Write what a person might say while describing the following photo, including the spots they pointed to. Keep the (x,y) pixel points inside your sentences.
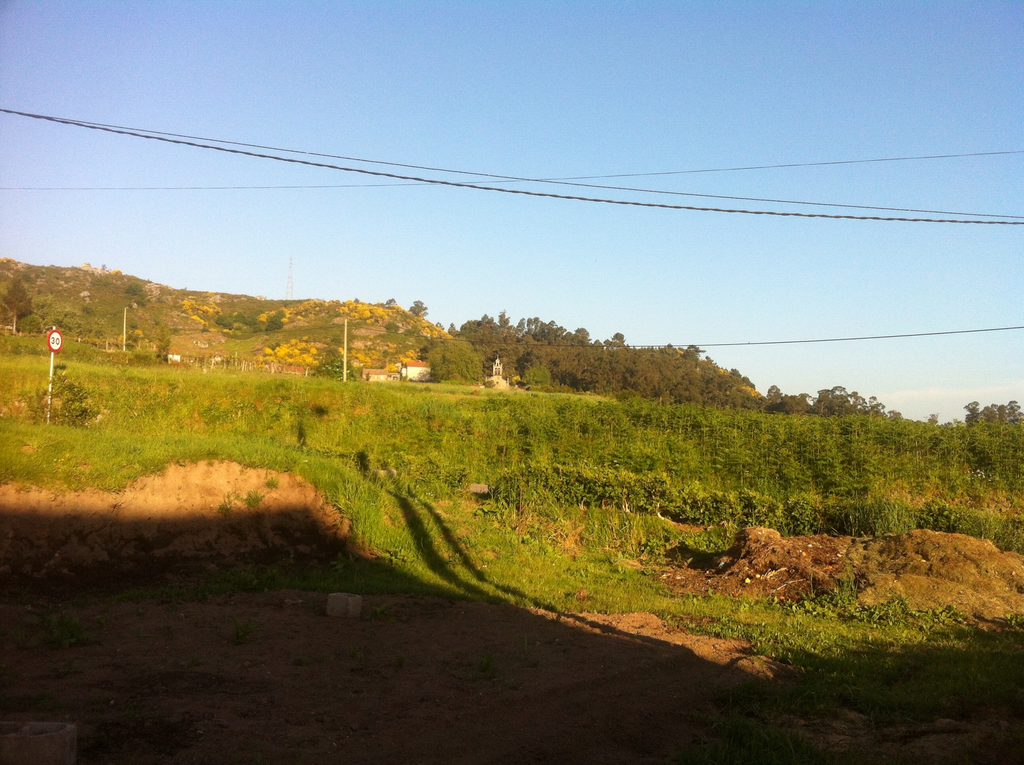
In this image we can see there is a grass (569,445) on the ground (260,418). In the background (213,313), we can see there are trees (587,360), mountains (222,306) and sky (477,256).
